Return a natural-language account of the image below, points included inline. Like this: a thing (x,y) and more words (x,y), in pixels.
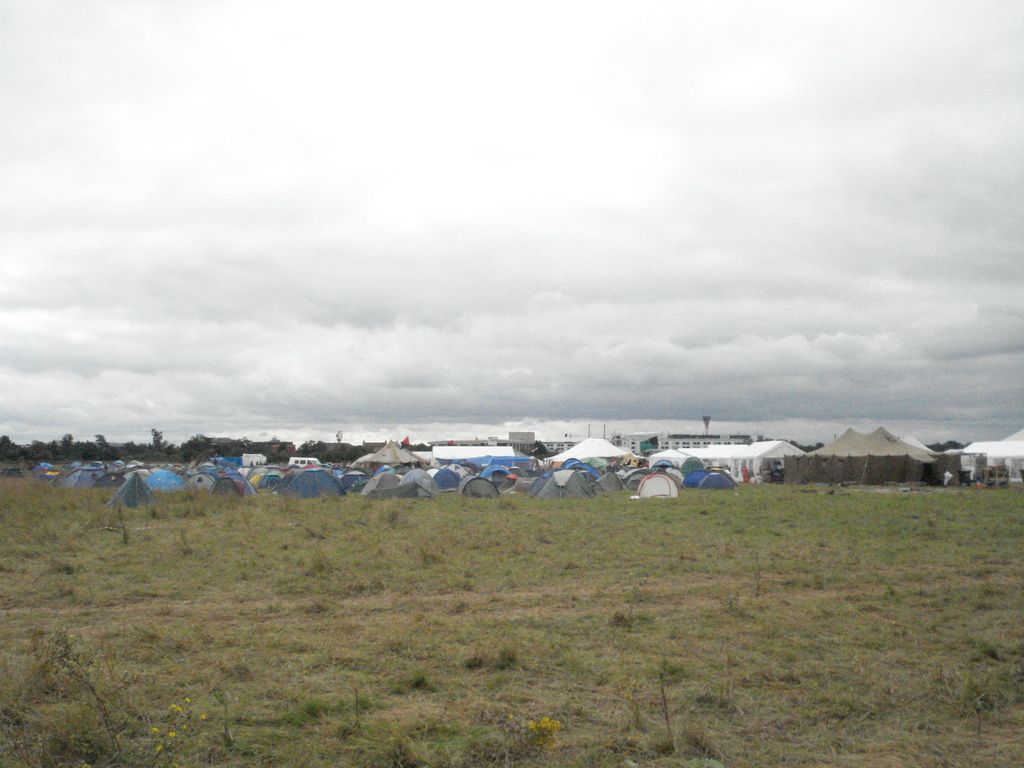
At the bottom of the image (306,631) on the ground (270,564) there is grass (492,544). There are camping tents (137,476) and some big tents (991,443) on the ground (190,607). In the background (69,440) there are trees (92,448). At the top of the image (410,59) there is sky (399,190) with clouds (72,166).
